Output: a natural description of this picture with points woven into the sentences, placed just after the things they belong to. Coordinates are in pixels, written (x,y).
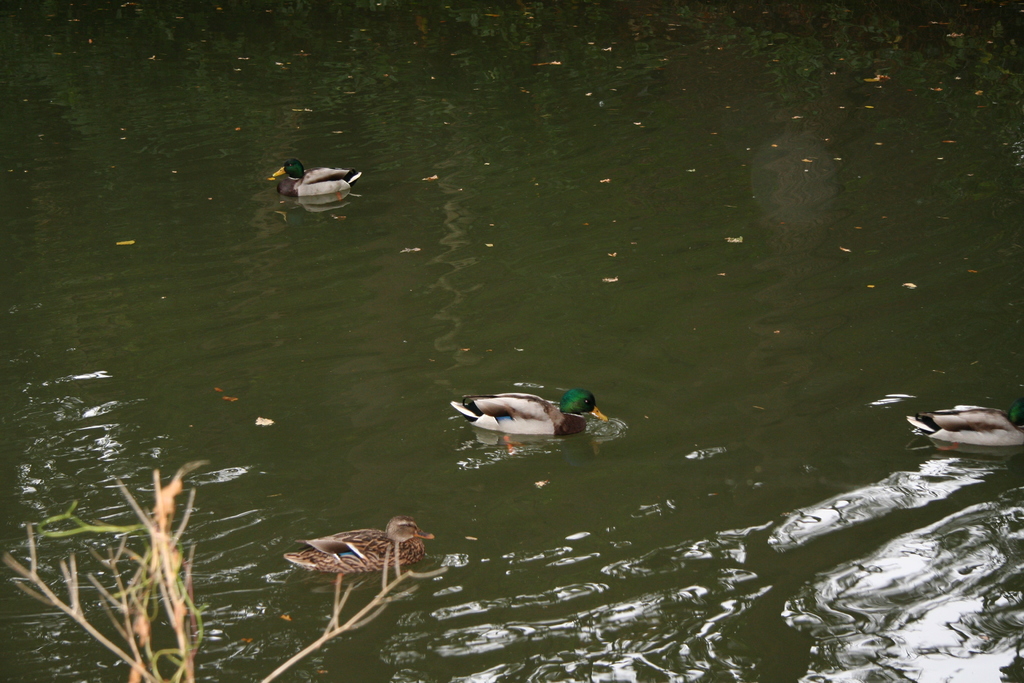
In this image I can see ducks (528,419) in the water (367,426) and to the bottom left corner of the image (124,600) there are stems (189,603).
